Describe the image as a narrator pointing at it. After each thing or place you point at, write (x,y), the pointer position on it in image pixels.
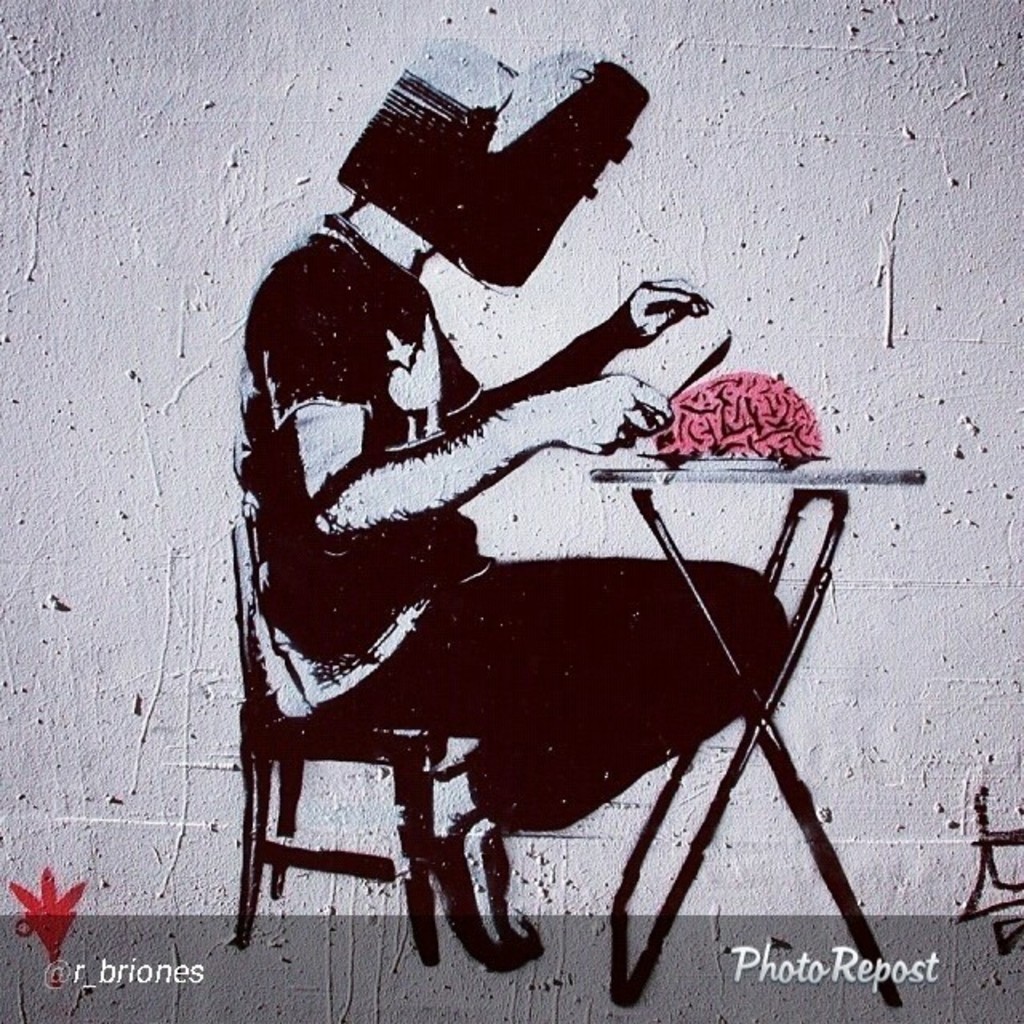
In this image we can see the wall (535,337) and on the wall (558,382) we can see the painting (428,601) of some person (418,610) sitting on the chair (424,736) in front of the table (765,752) and on the table (741,757) we can see the brain (738,420). At the bottom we can see the text (786,975).
